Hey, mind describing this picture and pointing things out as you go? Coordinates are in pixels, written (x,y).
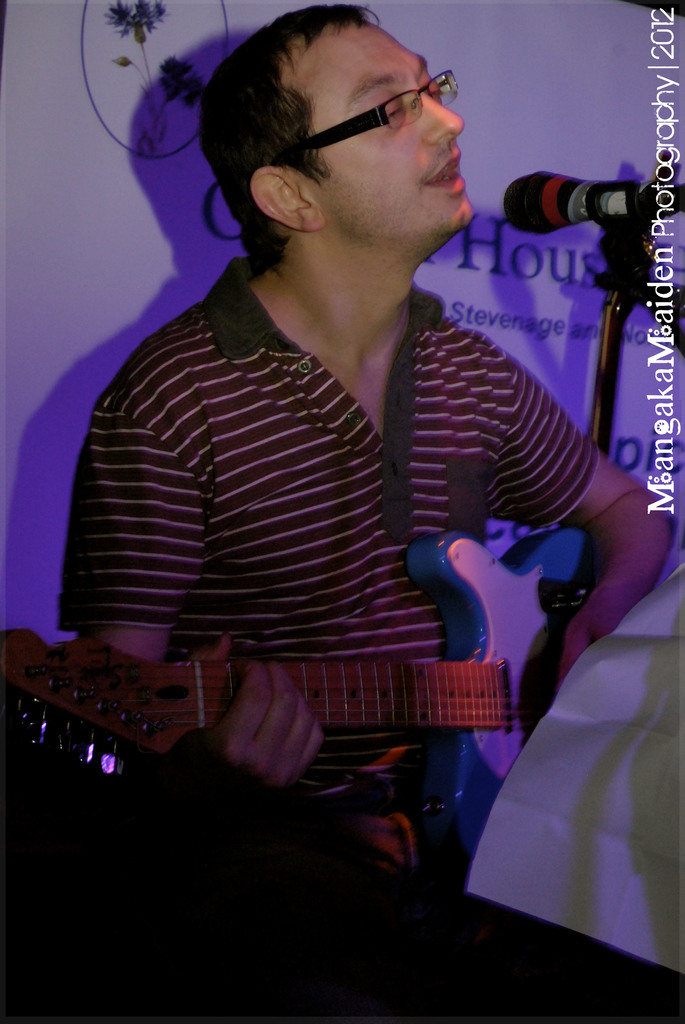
Here we can see that a person (413,73) is sitting and holding guitar (209,667) in his hands (250,683) and he is singing, and in front (578,190) here is the microphone (614,195) and at back (512,44) here is the banner (484,87).
